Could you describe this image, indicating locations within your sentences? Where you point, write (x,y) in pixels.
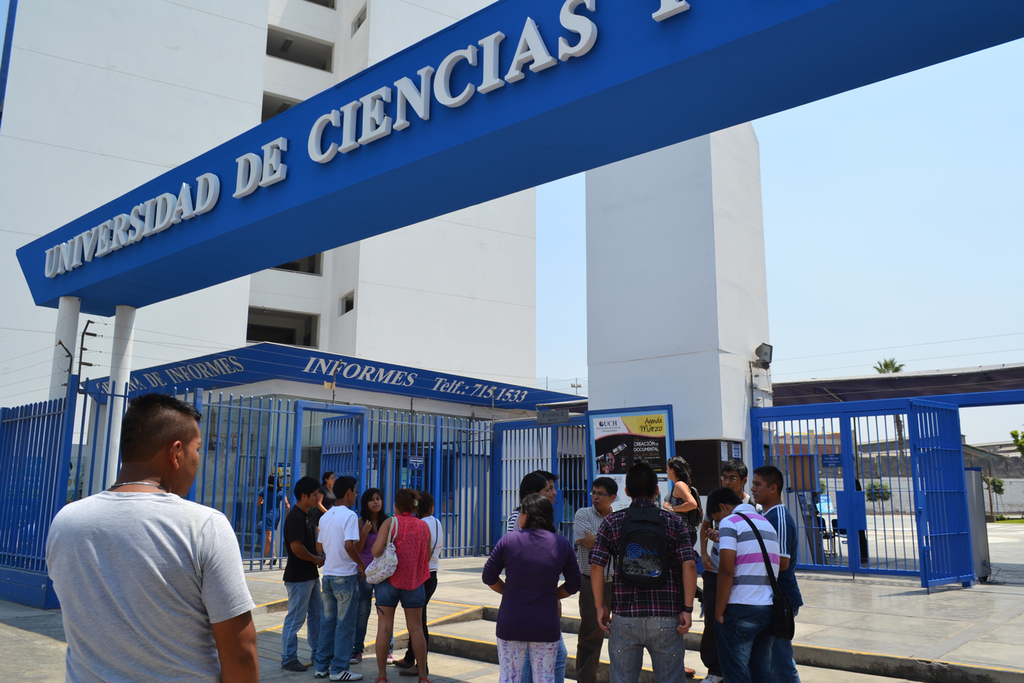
In this image there are group of persons (744,545) standing. In the background (640,431) there is a banner (653,442) with some text (605,420) written on it and there are fence (328,449) which is blue in colour and there is a building (450,253) which is white in colour.
